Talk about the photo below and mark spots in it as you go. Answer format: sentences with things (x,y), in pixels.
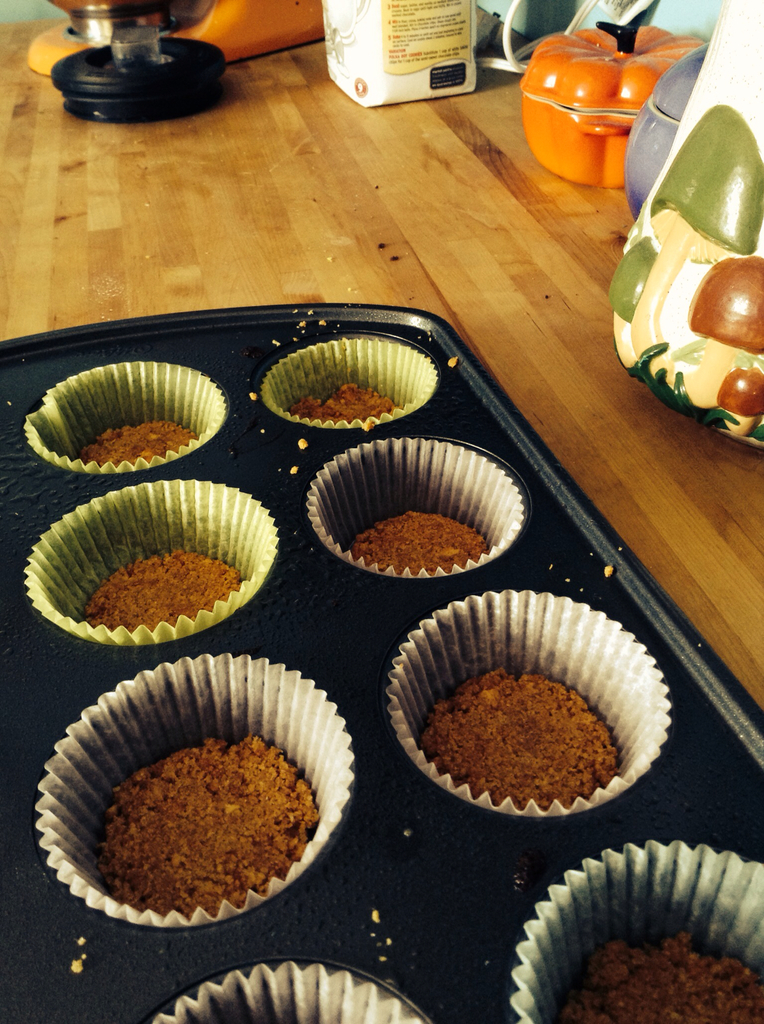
In this image there are muffins (236,757) with papers (364,514) on the tray (360,586), there are boxes (629,84), lid (225,63) and some objects (653,44) on the table (194,155).
